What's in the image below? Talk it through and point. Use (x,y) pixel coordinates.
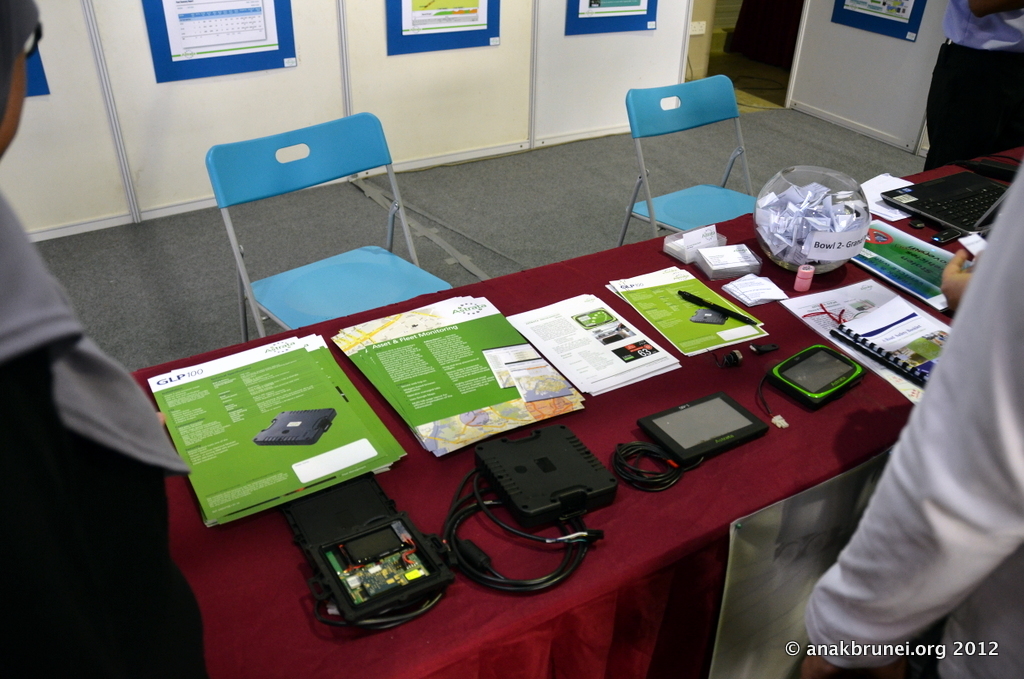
In this image there are a few people (132,385) standing, in front of them there is a table (611,408) with files (865,342), laptop (942,198) and there are other objects (572,513). In front of the table (823,429) there are chairs (234,166) and there are a few posters (899,15) with some text (878,1) and images (415,1) are attached to the wall (359,29).
